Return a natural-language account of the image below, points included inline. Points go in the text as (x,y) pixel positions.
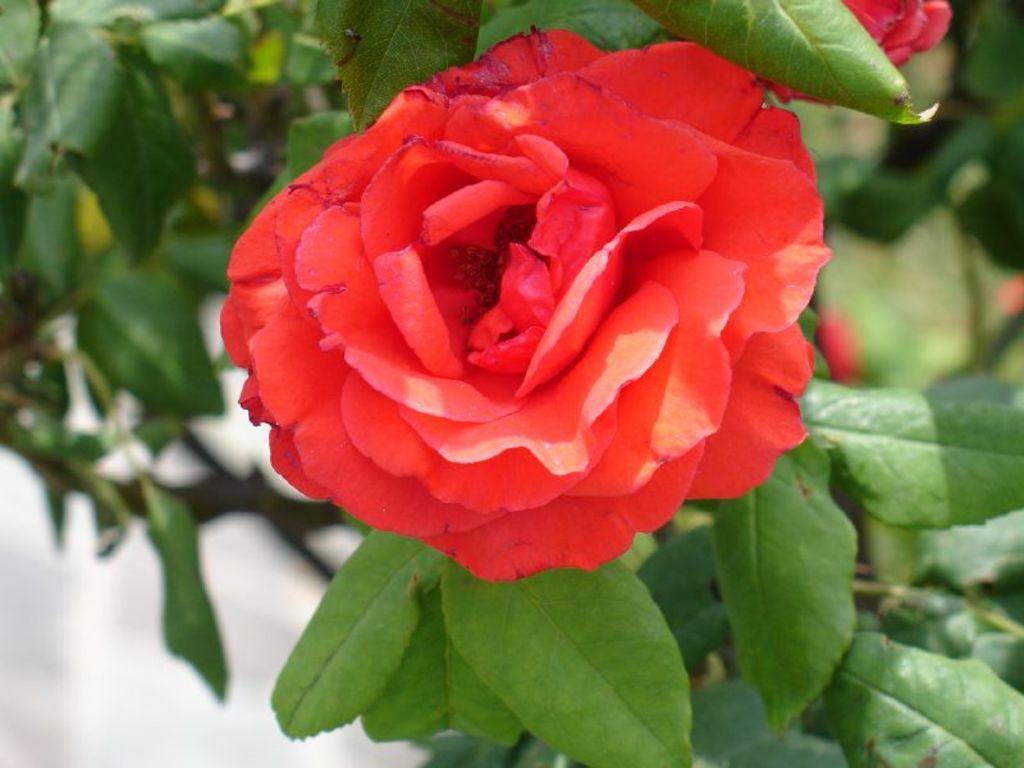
In this picture we can see few flowers (785,256) and leaves (982,396).
